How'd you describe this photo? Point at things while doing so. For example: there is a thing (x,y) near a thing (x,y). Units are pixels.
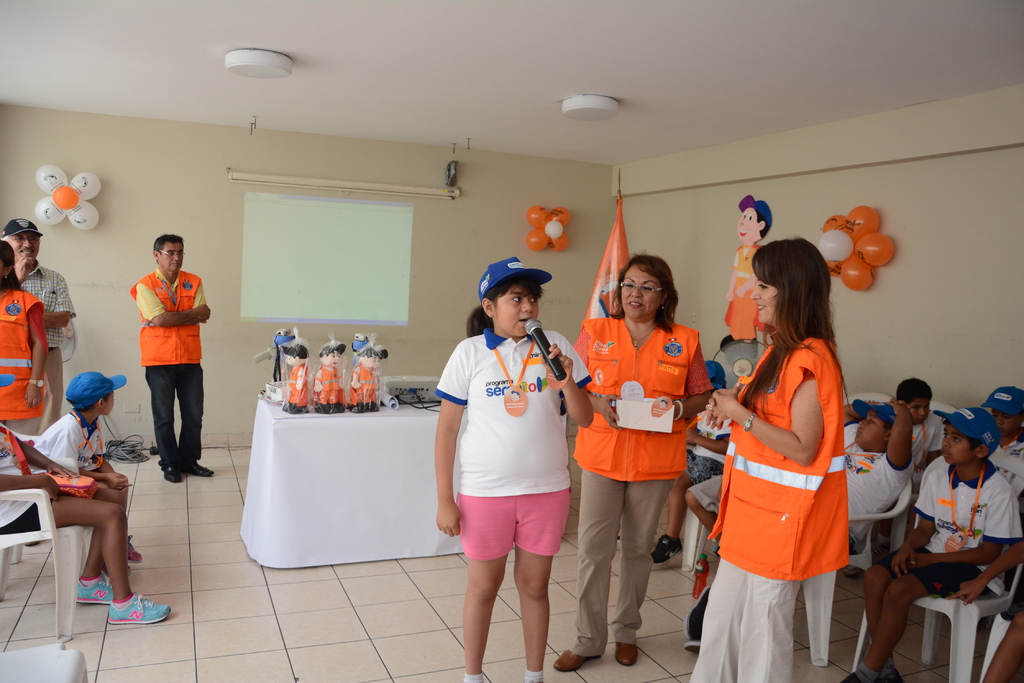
In this image I can see number of children (890,633), few women (624,353) and two men (159,314) are present. I can see most of them are wearing blue colour caps (92,389) and here I can see he is wearing black cap (36,236). In the background (59,194) I can see number of balloons (40,215), a light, few dolls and few white colour things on ceiling (371,91). I can also see she is holding a mic (541,343).
